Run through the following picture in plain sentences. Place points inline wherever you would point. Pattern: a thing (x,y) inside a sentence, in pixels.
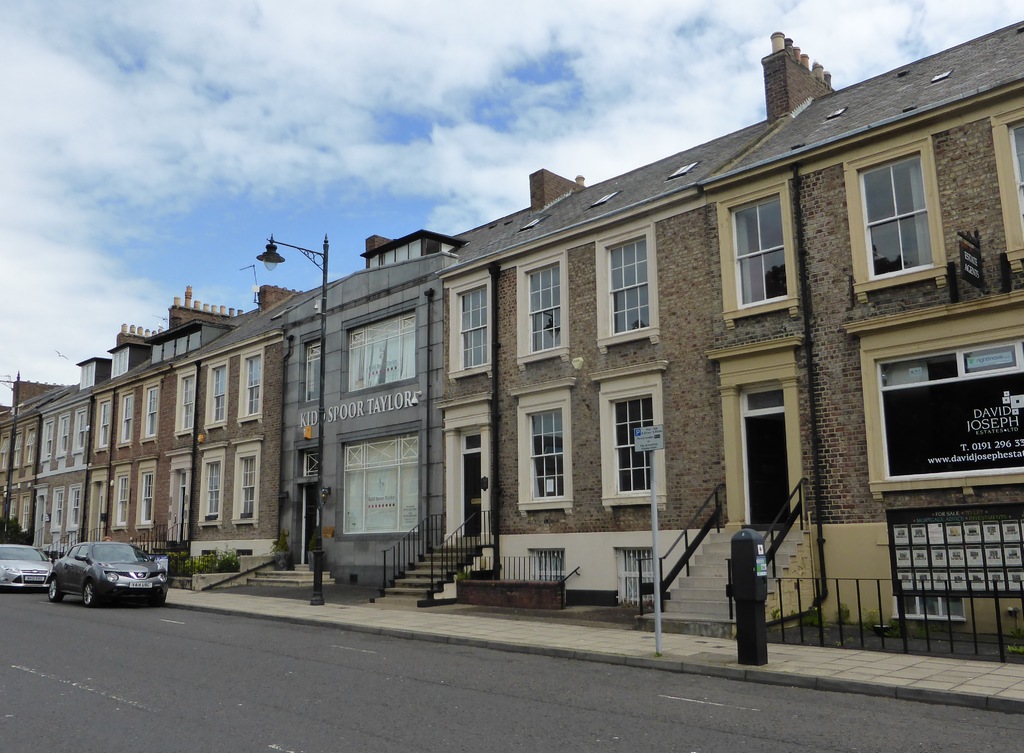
This image is taken outdoors. At the top of the image (213,160) there is a sky (264,117) with clouds (543,100). At the bottom of the image (201,681) there is a road (345,672). On the left side of the image (83,577) two cars (83,577) are parked on the road (79,646). In the middle of the image (631,384) there are a few buildings (190,440) with walls (509,499), windows (218,460), doors (764,511) and roofs (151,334). There are a few plants (214,561) and railings (502,571). There is a street light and on the right side of the image (921,442) there is a board (948,441) with a text (965,447) on it.
